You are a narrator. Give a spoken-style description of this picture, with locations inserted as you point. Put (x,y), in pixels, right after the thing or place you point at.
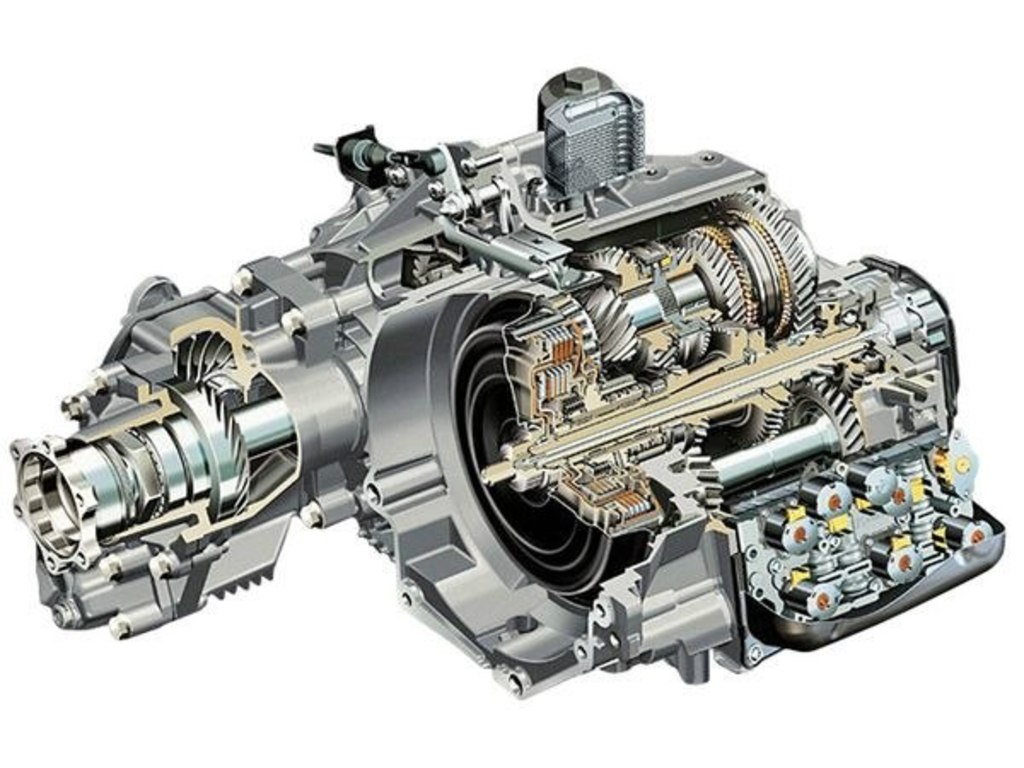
In this picture I can see image of a gearbox (746,340) and I can see white color background (667,740).
